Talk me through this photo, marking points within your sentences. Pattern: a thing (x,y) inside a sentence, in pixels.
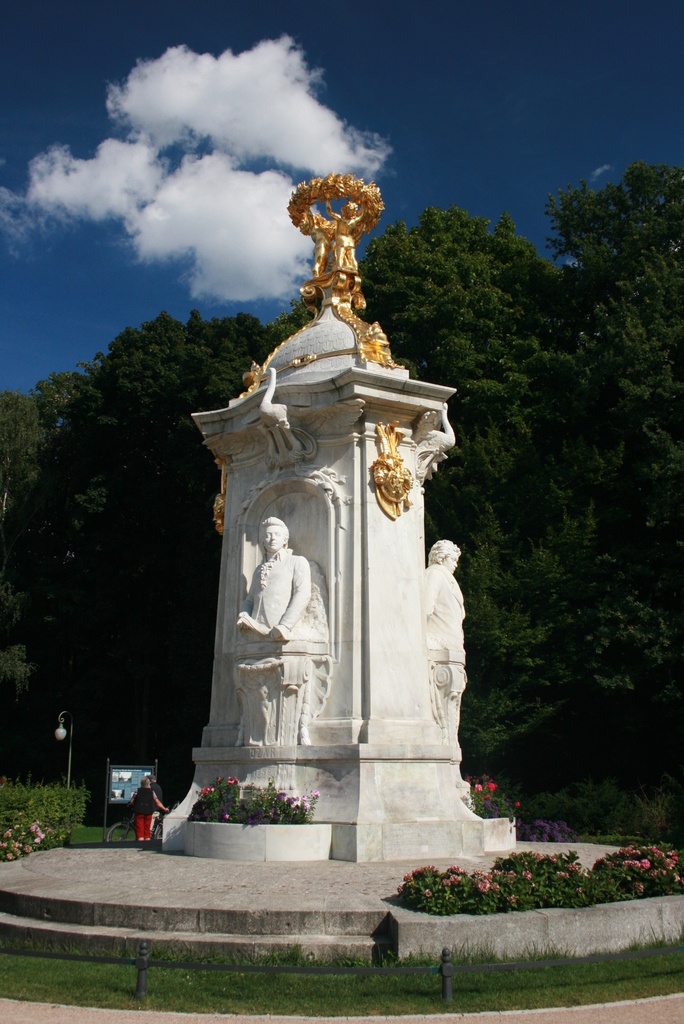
In this image we can see the statues (318,239), plants (618,878), grass (507,955), light pole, a board (118,777) and also the trees (490,274). We can also see a person (145,818) holding the bicycle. At the top (234,38) we can see the sky (184,140) with some clouds (220,170).
